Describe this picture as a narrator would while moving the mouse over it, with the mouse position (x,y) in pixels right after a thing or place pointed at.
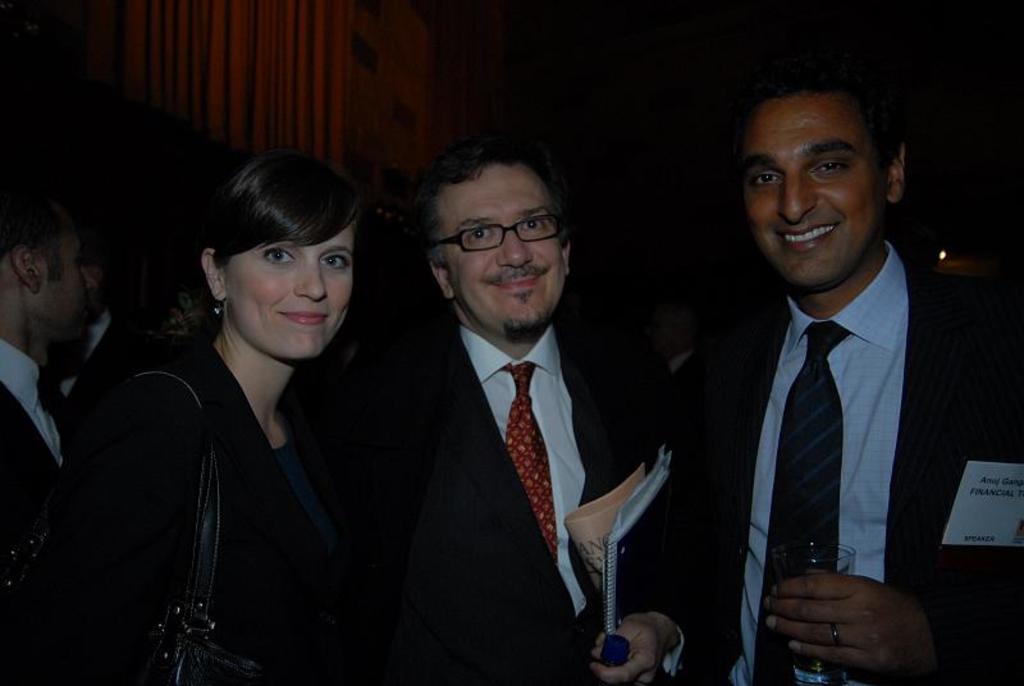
In this image, we can see a group of people (692,377). Few are holding some objects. Here we can see three people (879,288) are smiling and seeing. Background (415,297) we can see a dark view.
